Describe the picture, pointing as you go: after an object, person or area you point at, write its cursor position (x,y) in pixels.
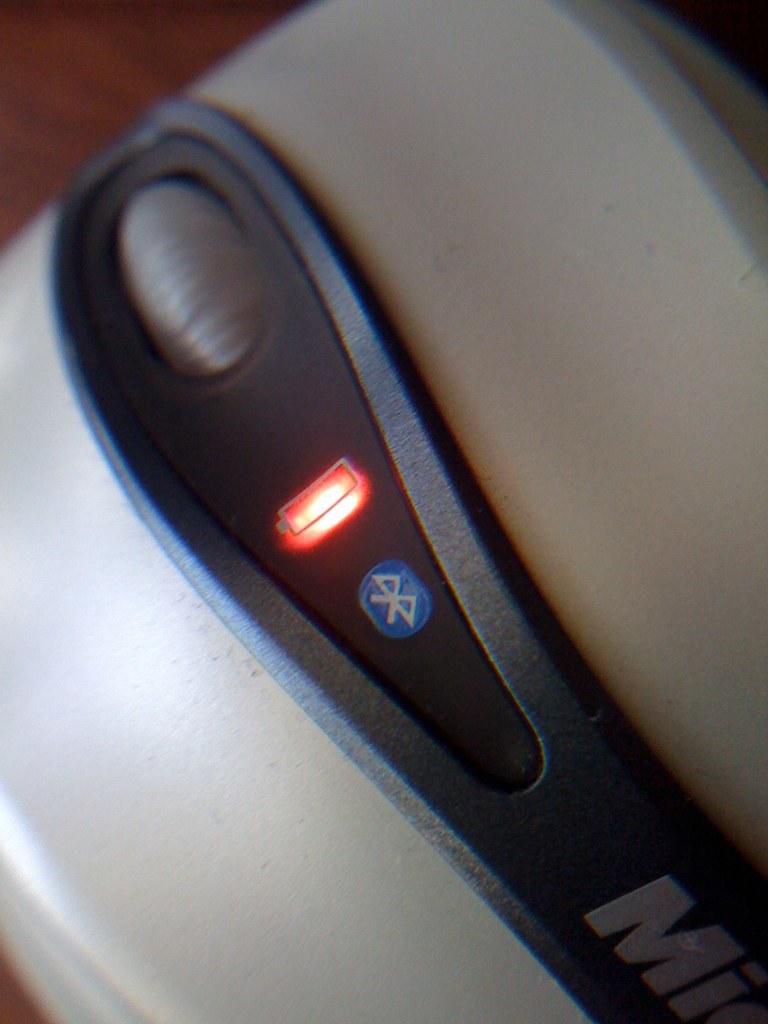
In the image there is a mouse (380,552) and it has a Bluetooth connection.
